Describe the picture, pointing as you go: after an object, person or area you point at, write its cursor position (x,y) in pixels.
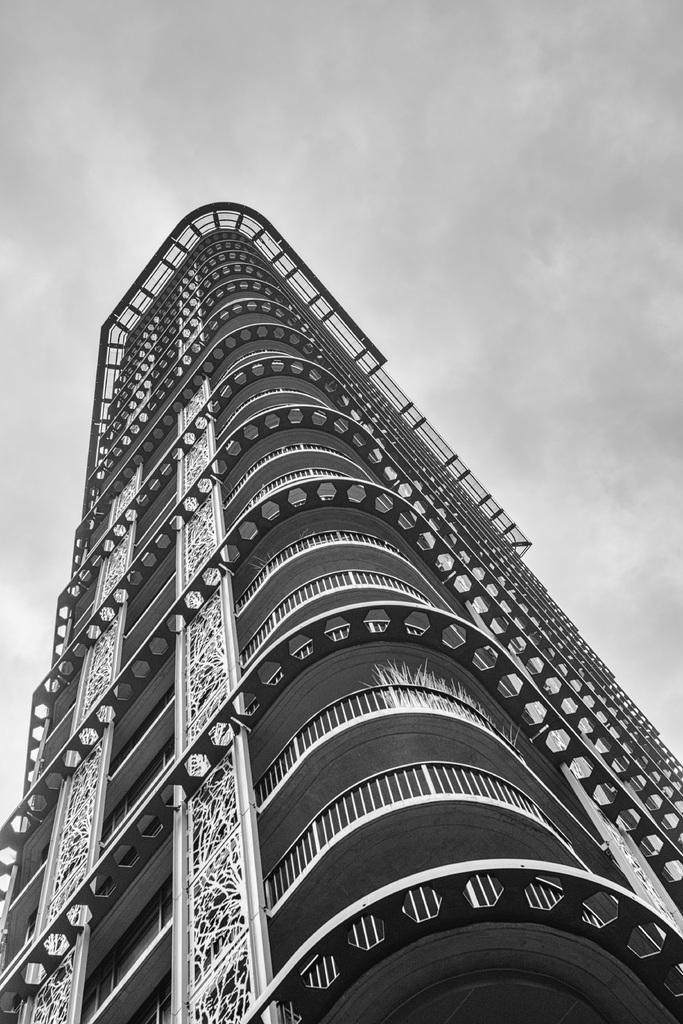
In this picture there is a black and white photo of the big building (364,943) with the Iron frames (356,950) and balcony (311,751). On the top (488,182) there is a sky (647,182).
